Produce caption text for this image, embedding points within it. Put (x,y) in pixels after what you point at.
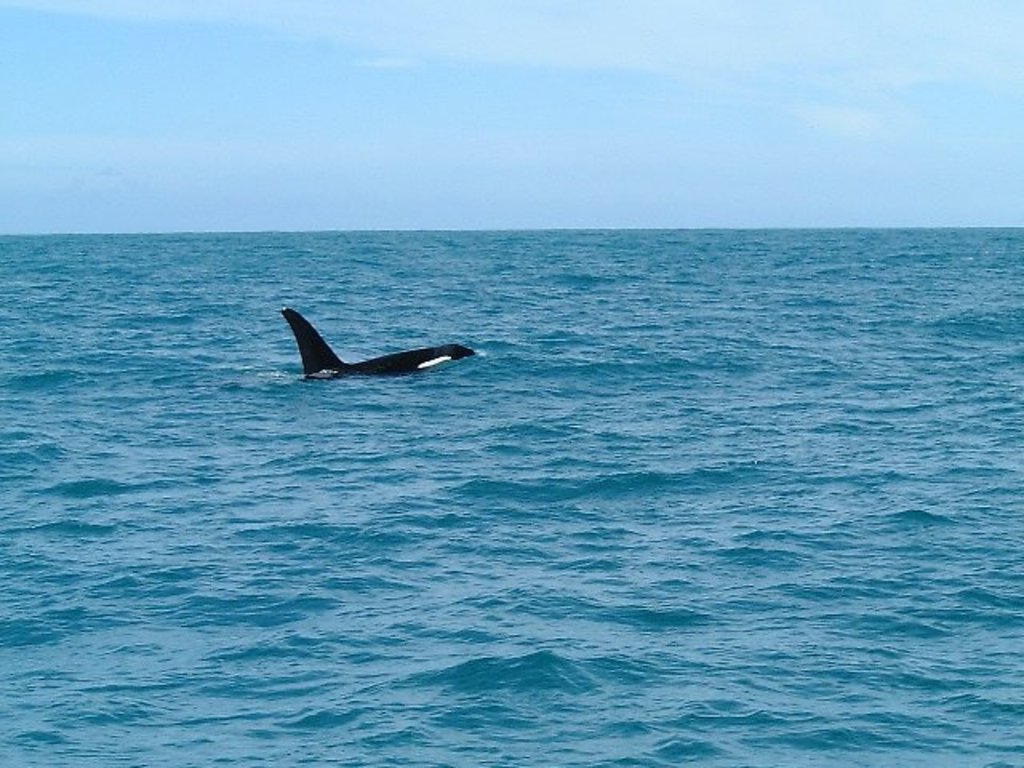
In this picture we can see dolphin (312,361) in the sea (348,384).
